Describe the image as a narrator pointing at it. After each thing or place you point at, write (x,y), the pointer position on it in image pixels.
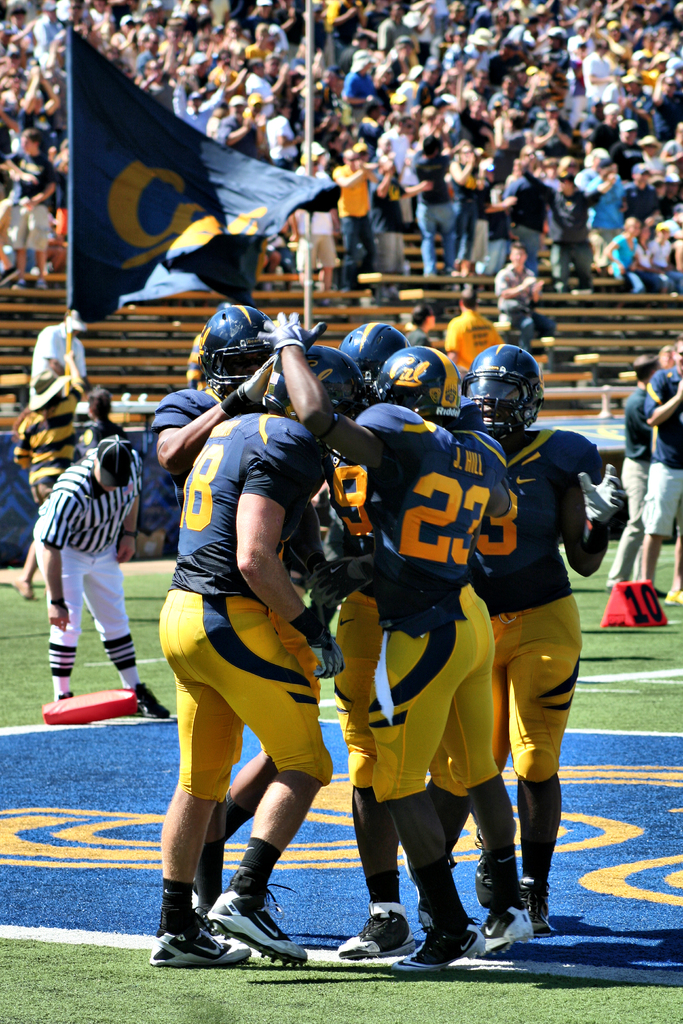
In this image, there are many people (27,412) in the stadium (577,356). We can see the ground (84,869) with some objects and grass (128,1022). We can also see a flag (272,174) and a pole (69,317). We can see some object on the left (121,698).
